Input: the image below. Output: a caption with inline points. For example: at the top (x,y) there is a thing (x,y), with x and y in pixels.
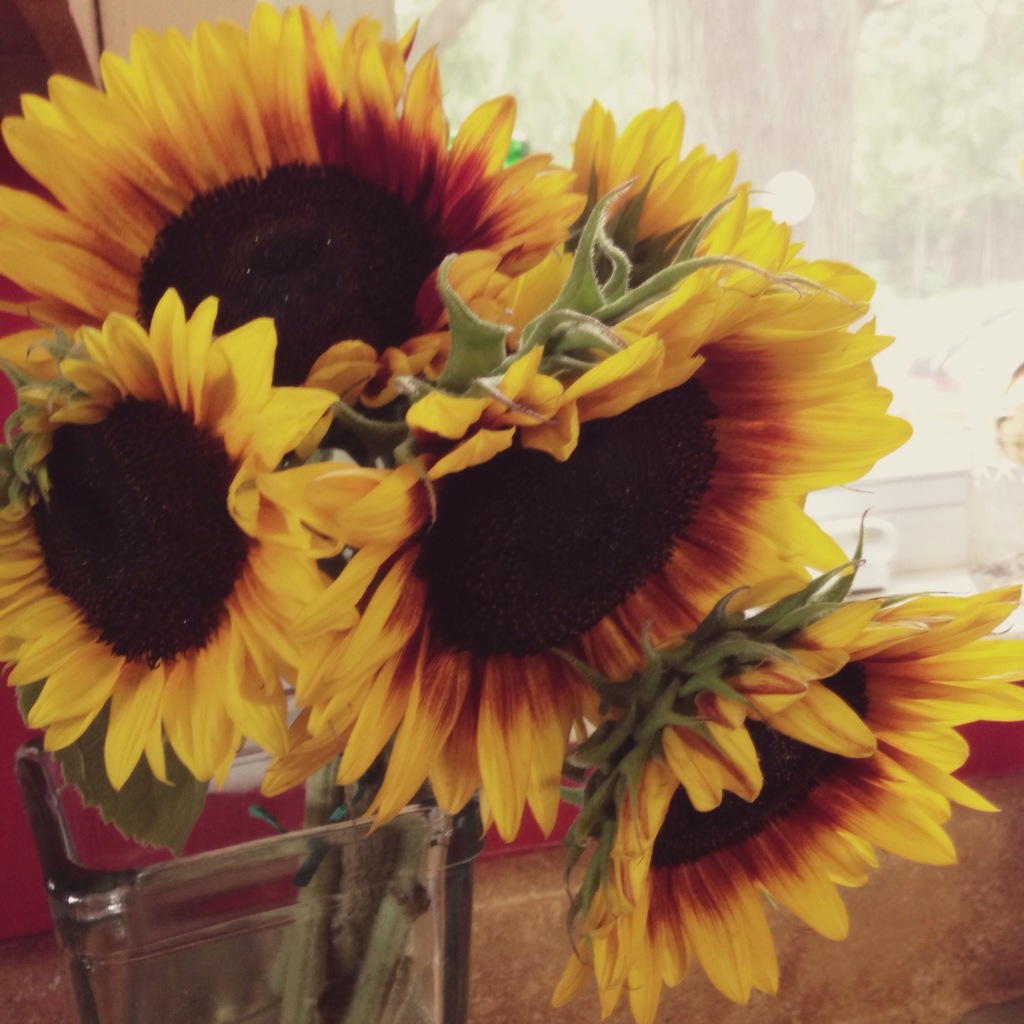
In this image I can see sunflowers (497,518) in a glass jar (372,873) with a blurred background (961,174).
